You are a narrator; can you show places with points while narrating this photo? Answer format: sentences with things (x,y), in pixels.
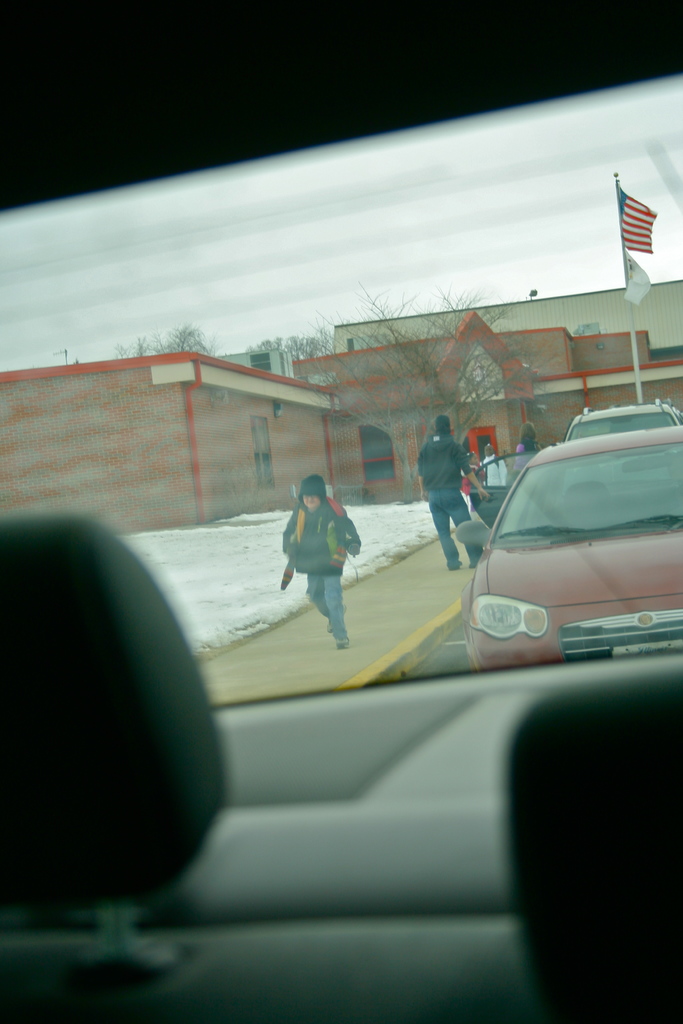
I can see this image is taken from inside the vehicle (364,685). I can see the sidewalk (391,592), few persons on the sidewalk (421,606), few trees (405,429), few buildings (357,405), few vehicles (572,494) and a flag (650,244). In the background (449,197) I can see the sky (386,224).
